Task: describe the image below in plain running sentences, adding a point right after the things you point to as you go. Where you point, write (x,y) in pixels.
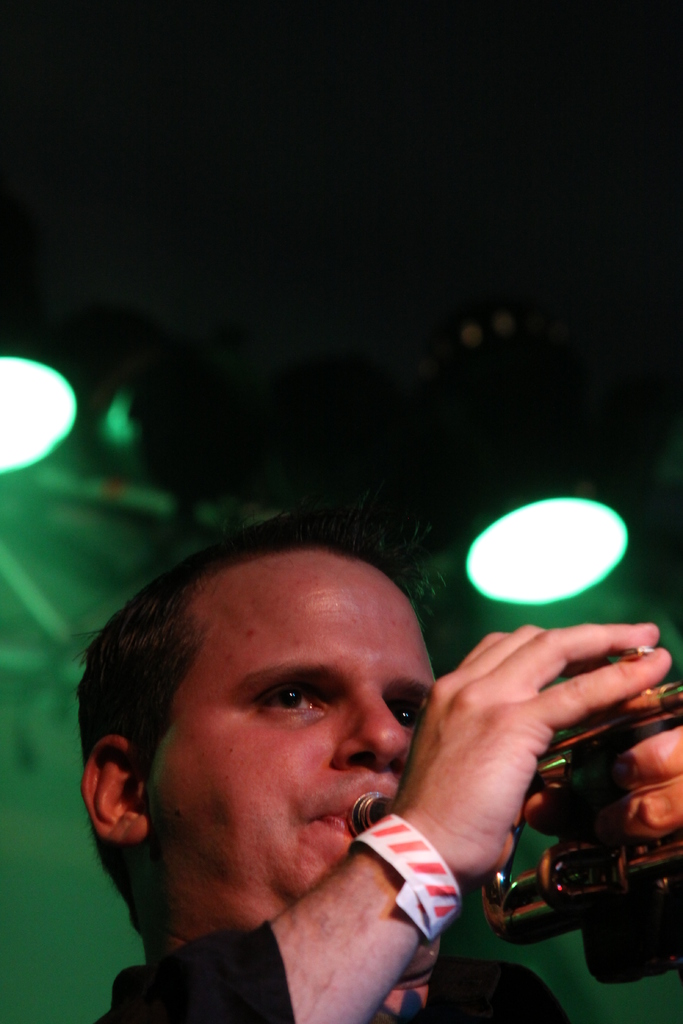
In this image we can see a person (389,957) wearing black color dress (282,976) playing trumpet (503,893) and at the background of the image (21,396) there are some lights (15,374).
